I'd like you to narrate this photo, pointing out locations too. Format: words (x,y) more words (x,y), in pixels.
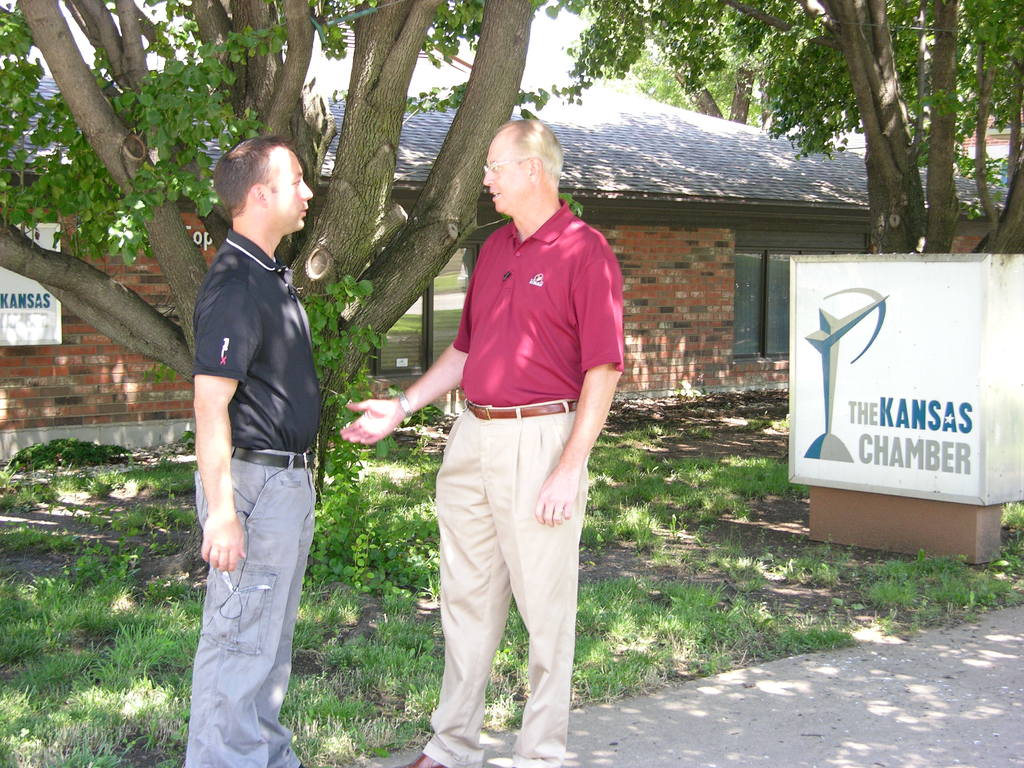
In this image there are two persons (292,411) standing in middle of this image (603,355) and there is a house (680,277) in the background (755,273). There are some trees (1023,95) on the left side of this image (162,135) and right side of this image (830,137) as well. There is some grass (779,486) in the bottom of this image (650,550).
